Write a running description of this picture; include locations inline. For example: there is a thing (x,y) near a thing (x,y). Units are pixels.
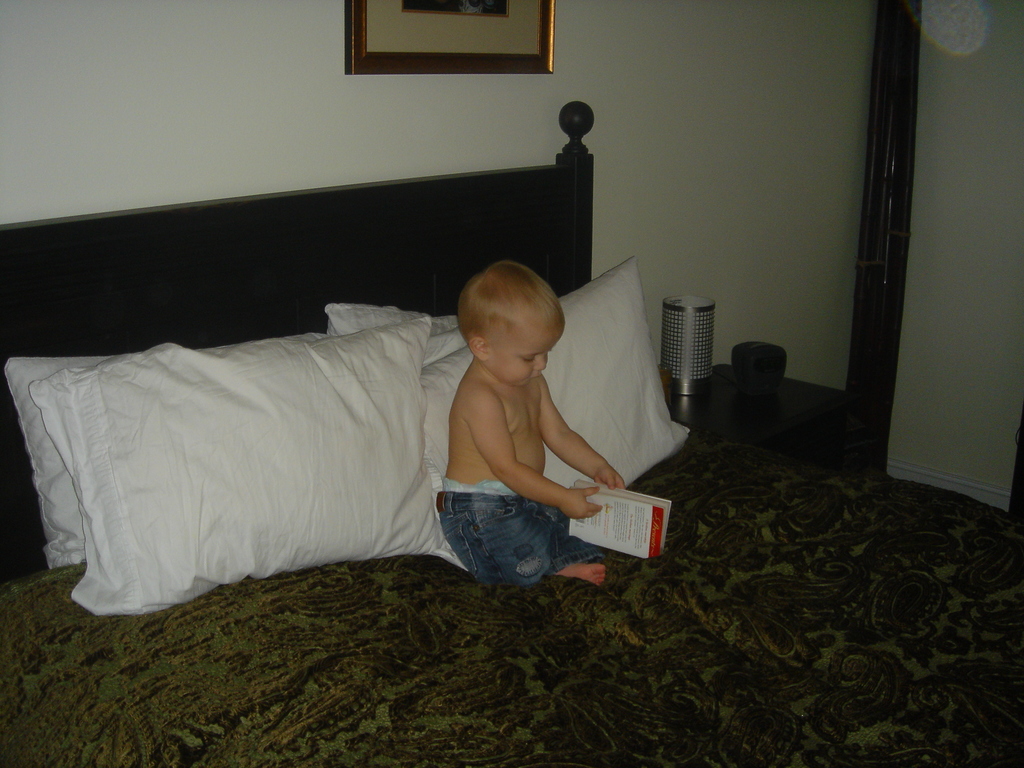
In this picture i could see a kid (518,456) holding a book (610,518) in his hand (591,499) and leaning on the white pillows (404,393) he sat on the black colored cot (623,580). In the background (204,111) i could see a white wall (246,88) and a wall picture (445,52) hanged over, to the right (738,404) there is a corner table (732,392) and lamp (694,373) on it.
